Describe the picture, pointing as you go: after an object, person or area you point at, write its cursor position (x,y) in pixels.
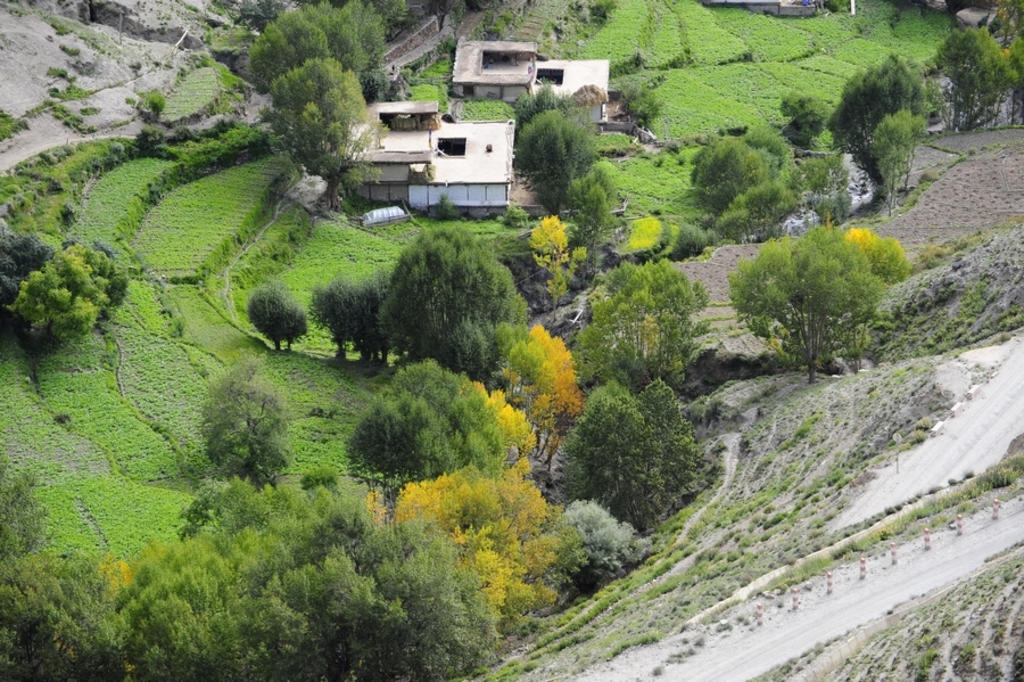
This image is clicked from the top view. At the bottom (309,645), we can see many trees (247,429) and plants (87,362). And there is green grass (41,230) on the ground (54,123). In the middle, there are two houses (441,141).
